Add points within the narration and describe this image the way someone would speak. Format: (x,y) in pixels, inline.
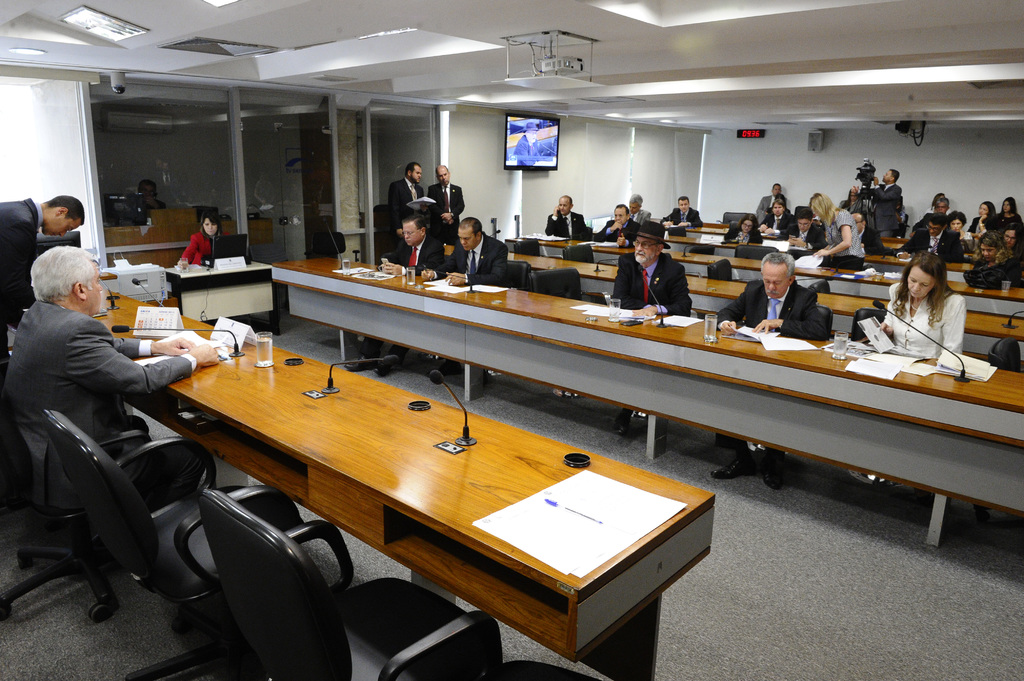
In this picture we can see a group of people (748,474) on the ground (805,556) and some people (747,456) are sitting on chairs (293,614) and some people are standing, here we can see tables (498,430), mics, glasses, papers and some objects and in the background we can see a wall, screen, doors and some objects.
